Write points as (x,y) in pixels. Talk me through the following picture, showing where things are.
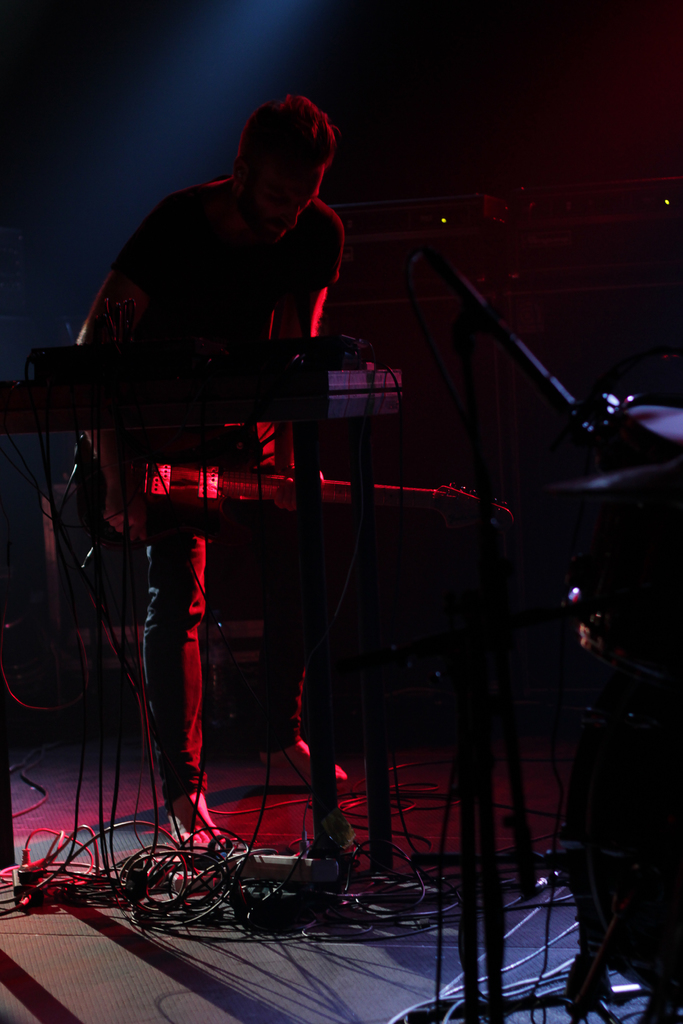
In this image we can see there is mike (605,405) and a person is playing a guitar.
